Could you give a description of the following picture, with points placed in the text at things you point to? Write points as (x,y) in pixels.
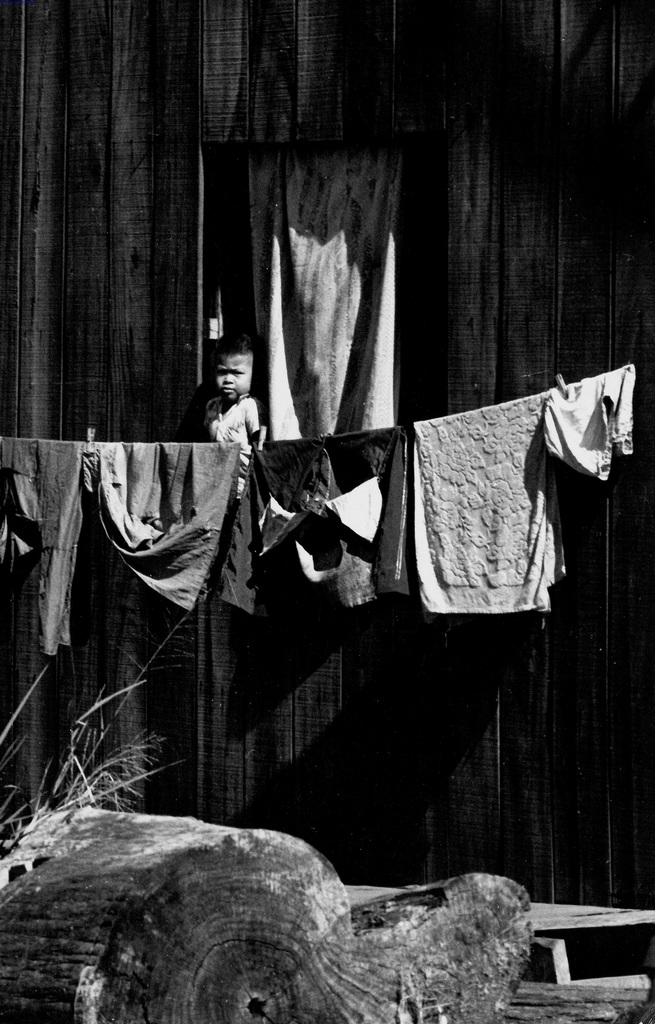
In this black and white image there is a wooden wall (347,32) with a window (253,385) and there is a child (238,413) standing, beside him there is a curtain (289,372), in front of him there are a few clothes (507,463) hanging on the rope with clips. At the bottom of the image (310,1005) there is a wooden log (336,906) and planks (559,943) are on the surface (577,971).
